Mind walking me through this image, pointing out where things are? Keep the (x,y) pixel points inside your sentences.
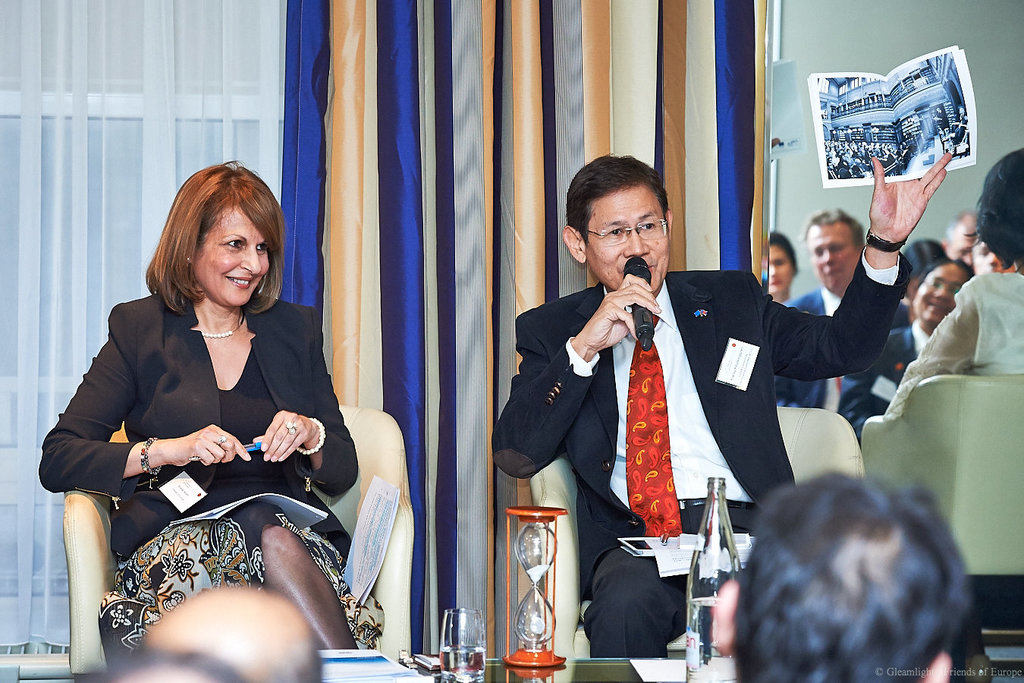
This picture is clicked inside. In the foreground (895,654) we can see the group of persons (906,681) and there is a table (588,671) on the top of which a bottle (711,578), glass (456,654), papers (340,666) and some other items (546,534) are placed. In the center (603,406) there is a man (589,359) wearing suit (701,336), holding a paper (874,117) and a microphone (647,314) and sitting on the chair (812,438) and there is a woman (205,334) wearing black color dress (173,356), smiling and sitting on the chair (378,442) and holding a pen (258,444). In the background (391,8) we can see the curtain (431,28), wall (900,34) and group of persons (972,361) sitting on the chairs (891,425).
